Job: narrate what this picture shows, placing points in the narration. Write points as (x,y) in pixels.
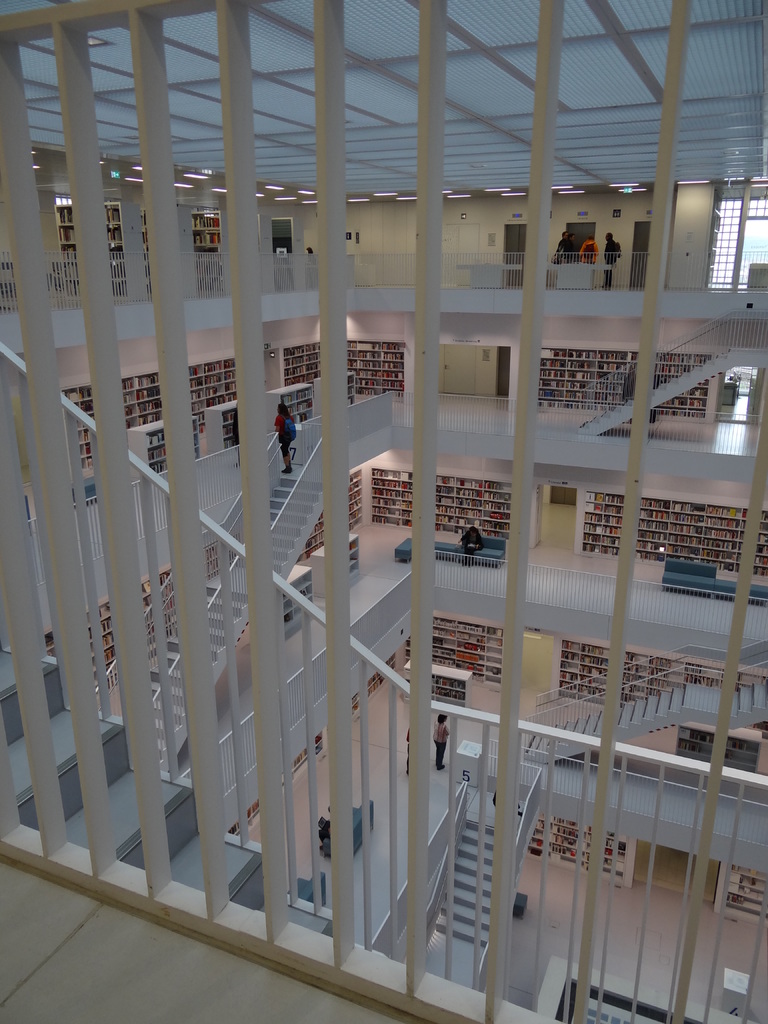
In this image, we can see an inside view of a building (188,121). There are grills (634,446) and stairs (306,489) in the middle of the image (291,487).
